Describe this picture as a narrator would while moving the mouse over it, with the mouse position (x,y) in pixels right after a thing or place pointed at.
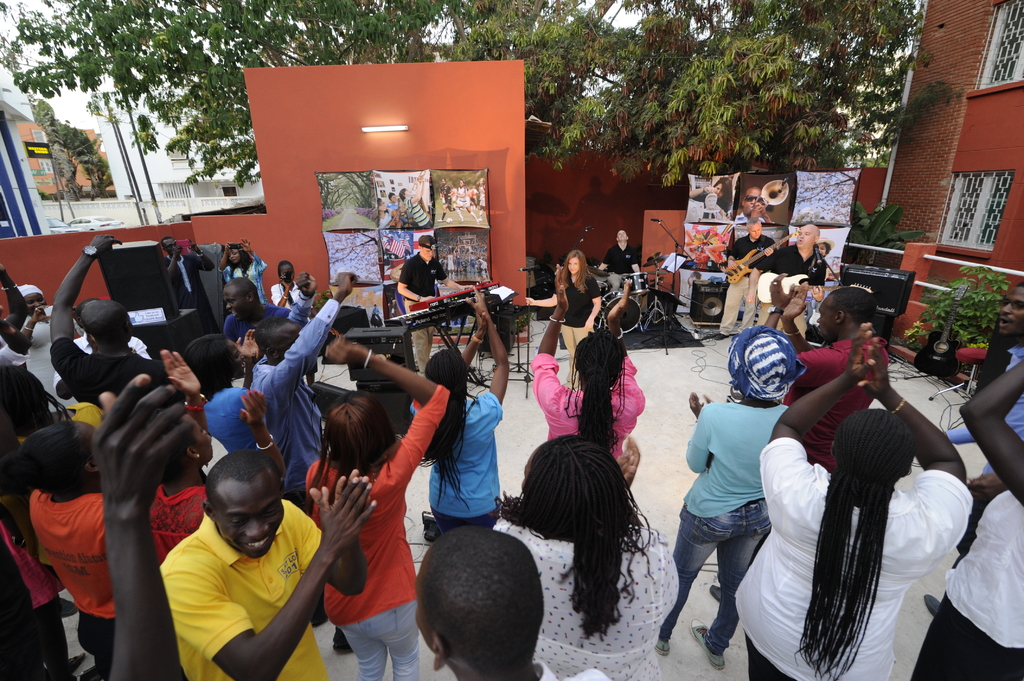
In this image we can see a group of people (228,488), among them, some people (623,242) are playing the musical instruments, there are some plants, posters (389,210), mics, buildings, speakers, trees (875,5) and some other objects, also we can see the wall (597,240) and in the background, we can see the sky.
